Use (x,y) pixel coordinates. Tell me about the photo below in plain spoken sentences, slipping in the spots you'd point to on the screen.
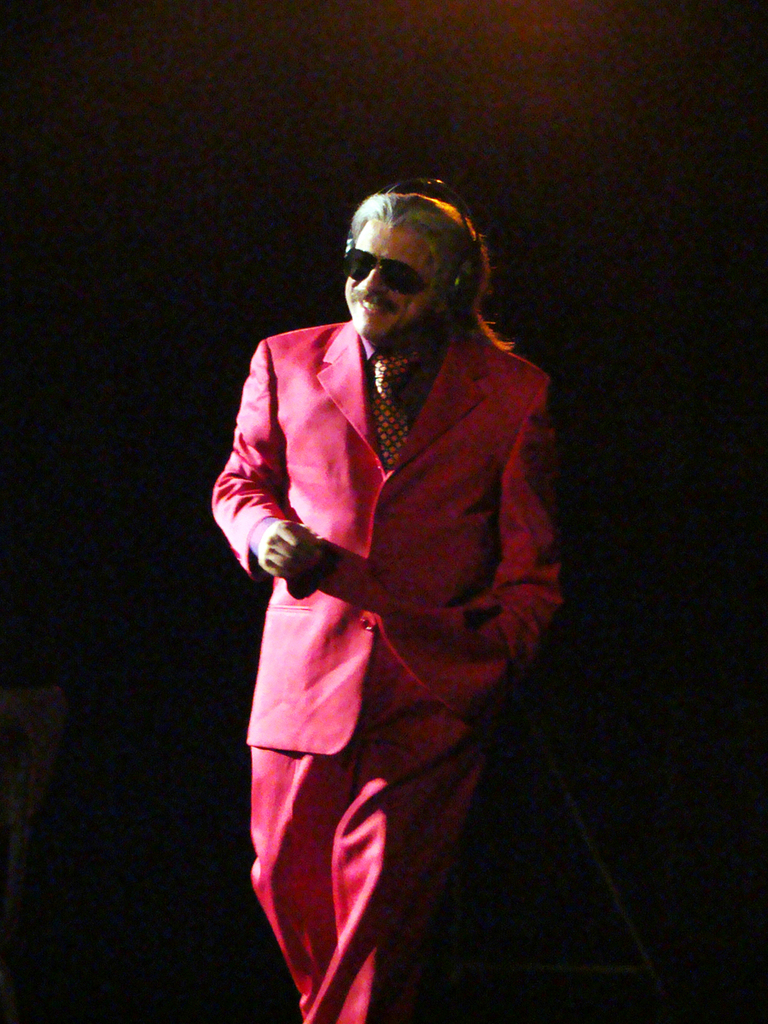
In this picture we can see a man (374,636) in the red dress (422,663) and behind the man (349,521) there is a dark background (15,402).
